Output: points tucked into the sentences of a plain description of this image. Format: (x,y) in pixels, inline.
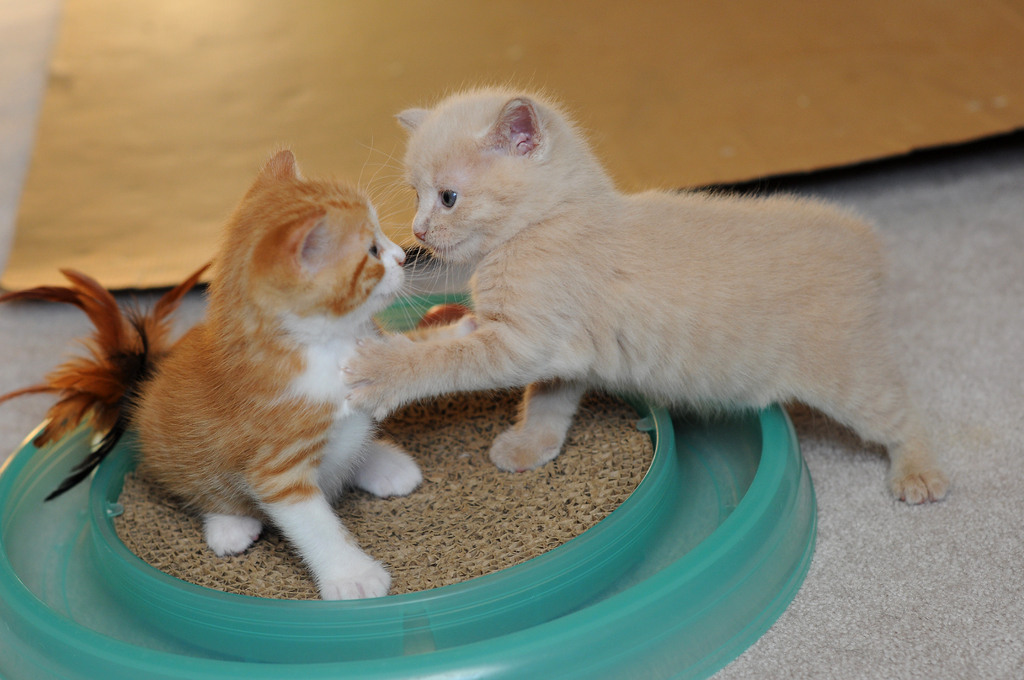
In this image we can see the two cats (345,528) on an object (567,508) which is on the surface (899,551). We can also see the sheet (556,83) on the floor (949,178).
